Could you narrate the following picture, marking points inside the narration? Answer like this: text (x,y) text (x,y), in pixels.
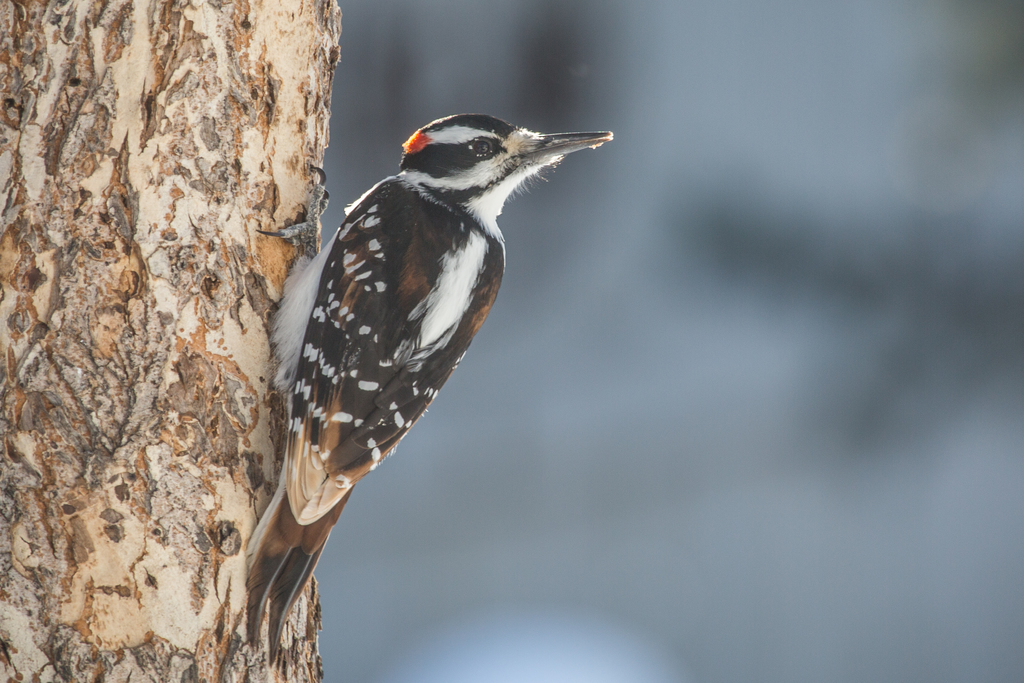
In the picture there is a bird (356,278) standing by holding the tree trunk (154,385) and the background (635,226) is blurry.
